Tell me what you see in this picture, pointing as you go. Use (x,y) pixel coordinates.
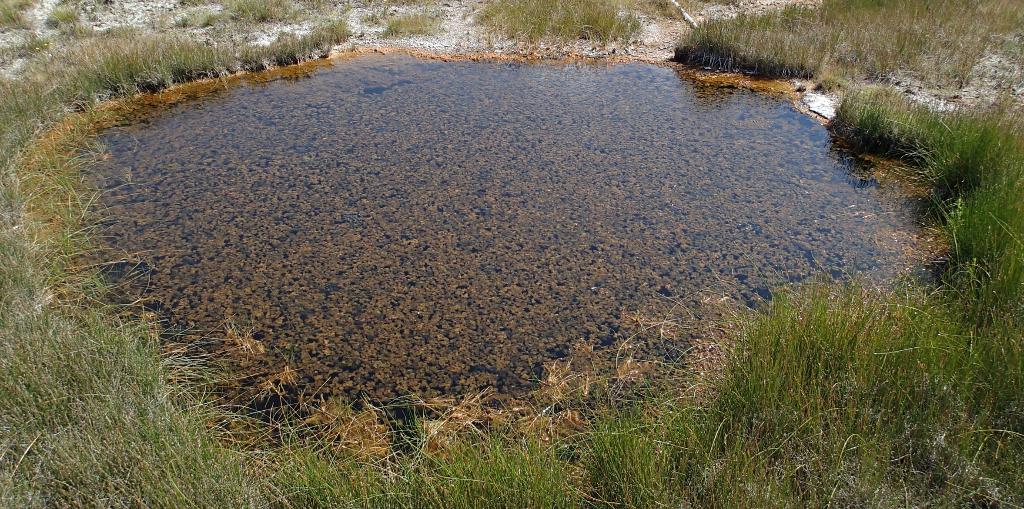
In this image I can see water (654,181) and green colour grass (910,472).
